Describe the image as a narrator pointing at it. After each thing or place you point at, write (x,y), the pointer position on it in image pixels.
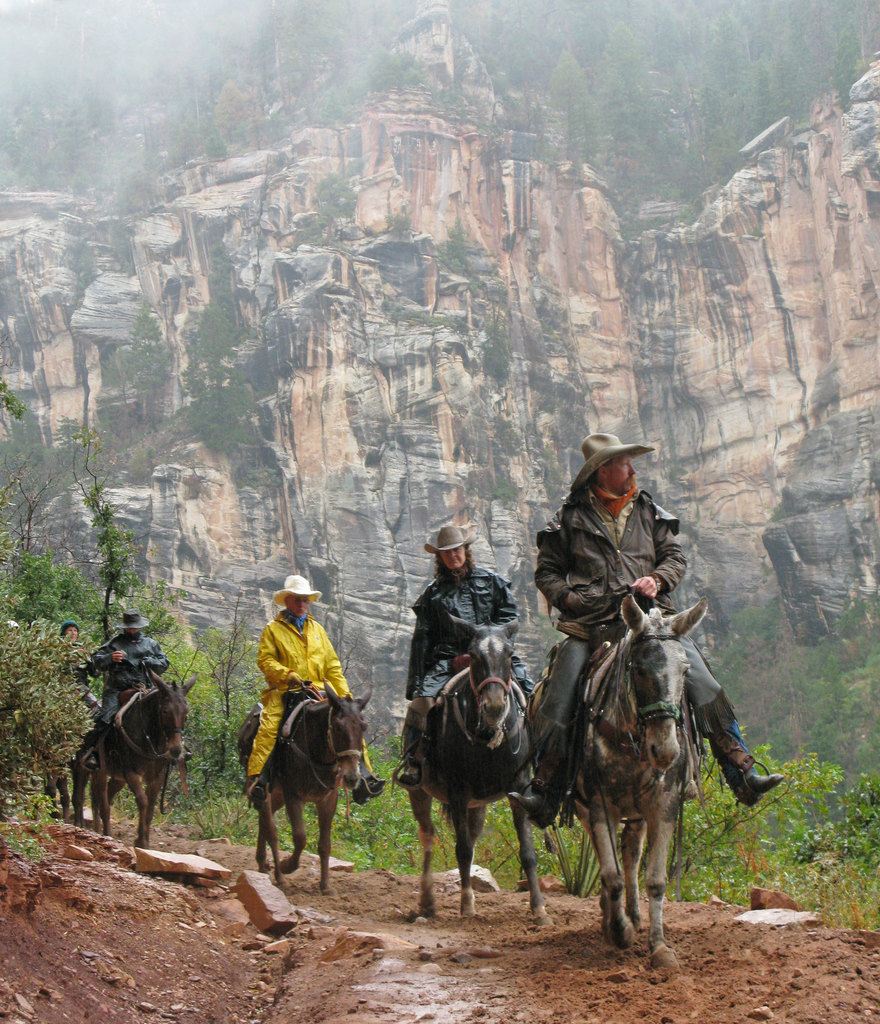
In the center of the image (323,675) we can see a few people (262,677) are sitting on the horses (648,624) and they are wearing hats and jackets (554,602). In the background (573,171), we can see hills (858,211), trees (9,126), stones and a few other objects (828,865).
